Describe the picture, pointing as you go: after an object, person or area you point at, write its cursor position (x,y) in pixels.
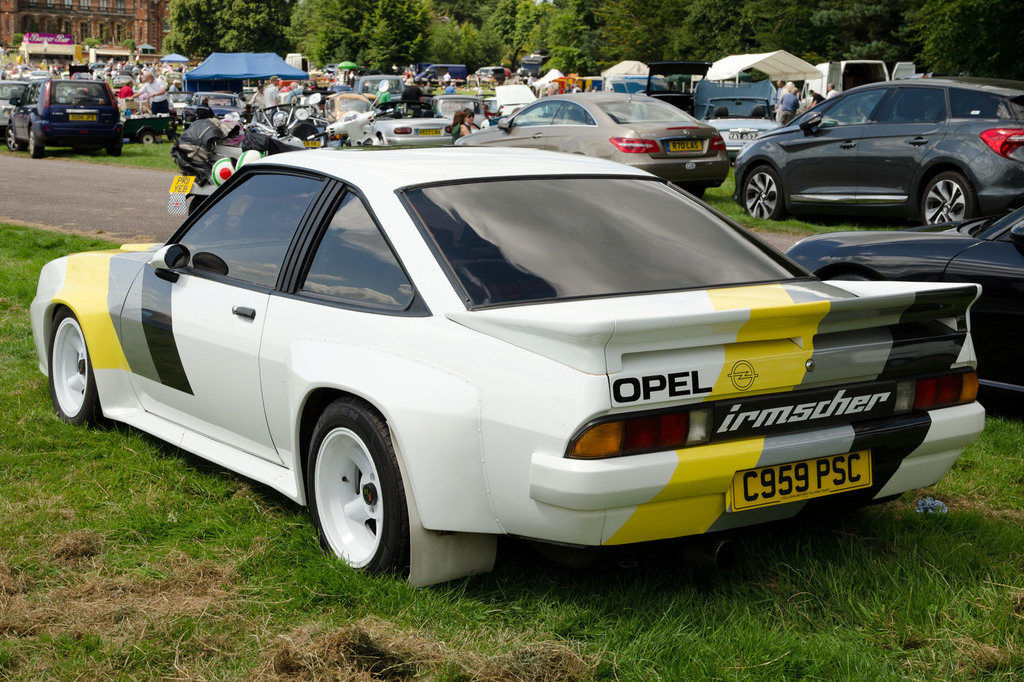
In this image we can see motor vehicles (399,312) on the ground (85,149), parasols (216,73), persons (168,66) standing on the ground (55,246), buildings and trees (800,46).
